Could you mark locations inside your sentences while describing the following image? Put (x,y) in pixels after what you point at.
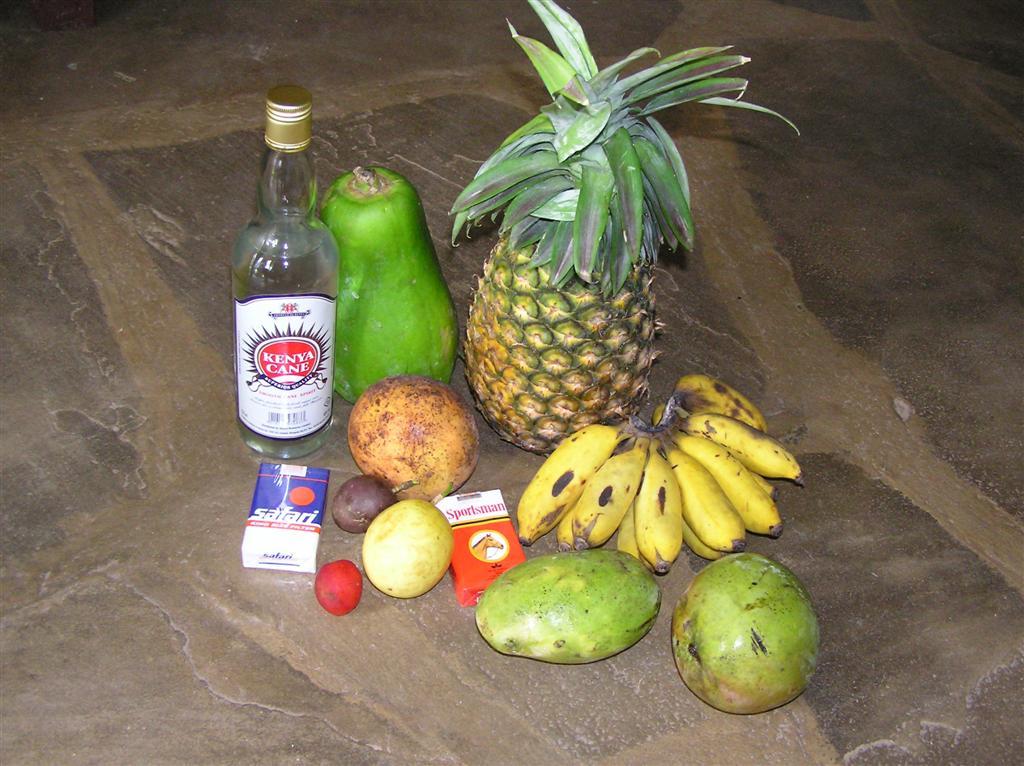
In this image we can see some fruits (523,379), a bottle (259,298) and boxes (274,520) on the ground (459,357).
